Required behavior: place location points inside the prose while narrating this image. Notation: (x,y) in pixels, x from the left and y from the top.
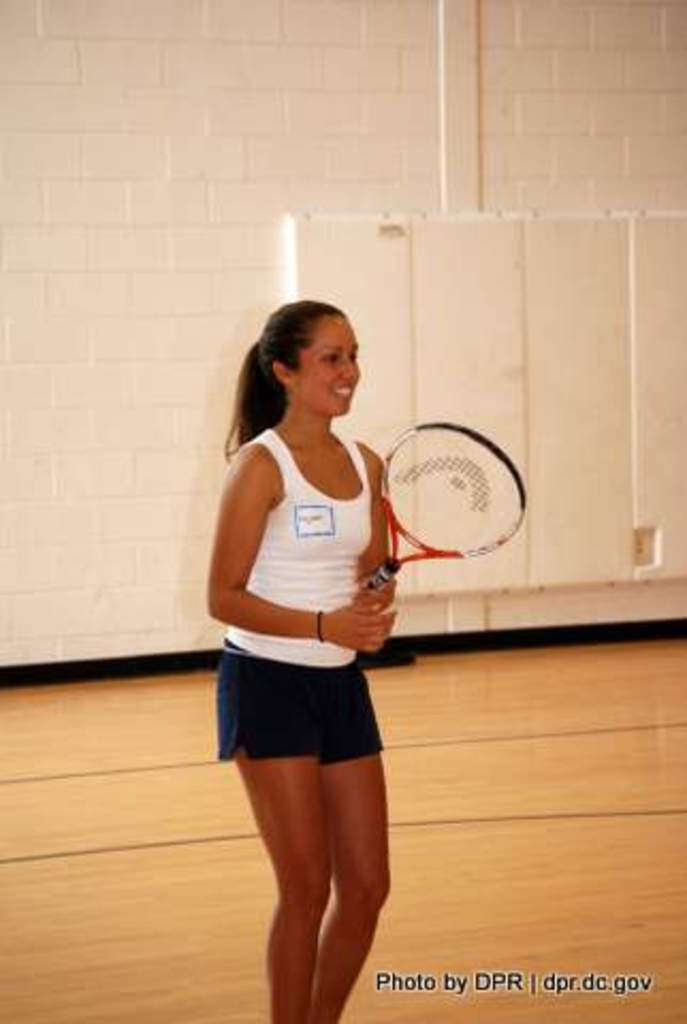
She is standing. She is smiling. She is holding a tennis racket (393,562). We can see in background (71,142) white color wall (65,192).
